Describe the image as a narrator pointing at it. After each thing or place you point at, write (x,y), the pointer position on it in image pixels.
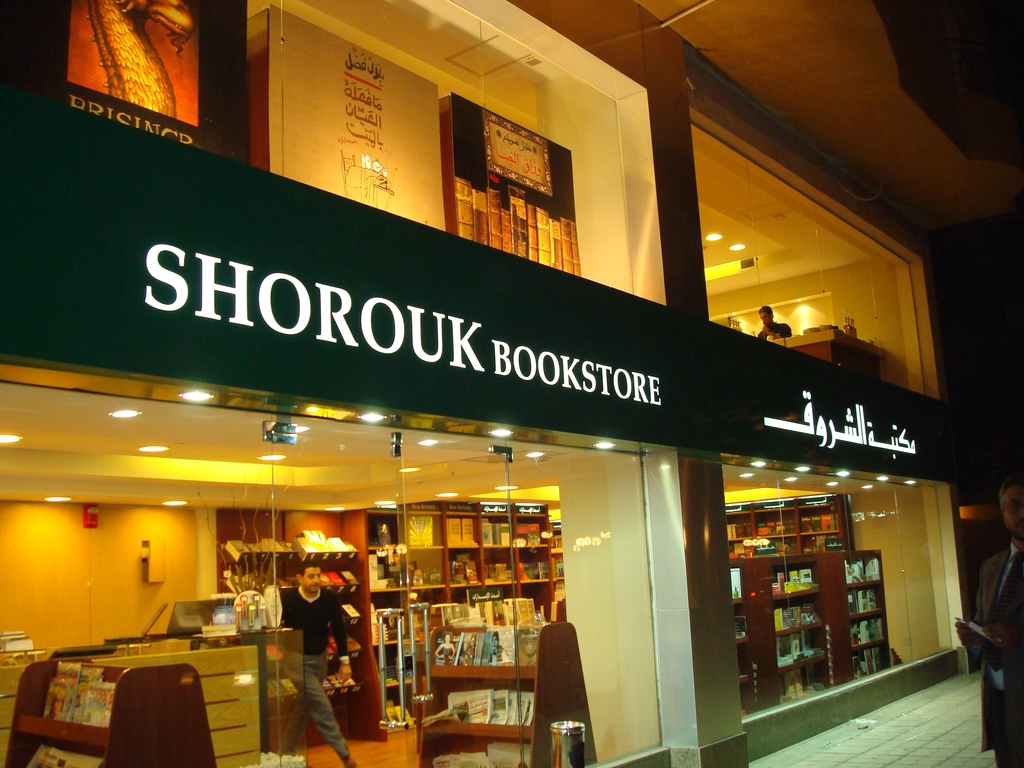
In this image we can see the bookstore (654,605). And we can see the glass windows (420,450). And we can see one person (319,596) standing in the store (259,688). And we can see the books (870,578) aligned in racks (547,704). And we can see some other objects (511,705). And we can see the lights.
